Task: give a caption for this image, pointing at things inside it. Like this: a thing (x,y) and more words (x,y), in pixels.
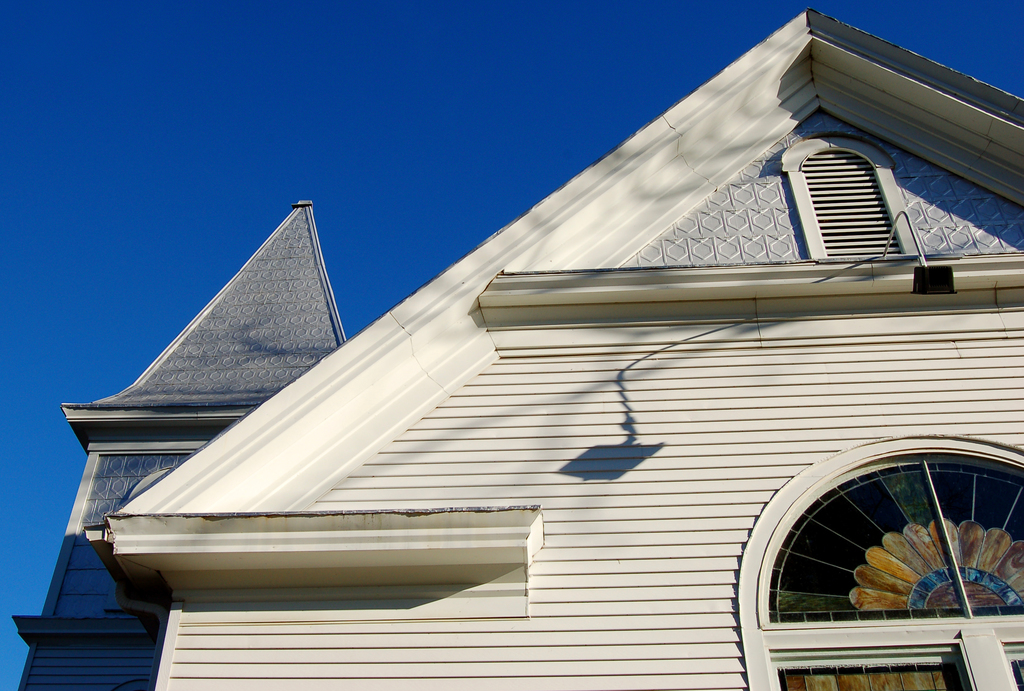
In this picture there is big white color wooden building (542,649). In the front (804,582) there is a colorful window glass (855,511).
